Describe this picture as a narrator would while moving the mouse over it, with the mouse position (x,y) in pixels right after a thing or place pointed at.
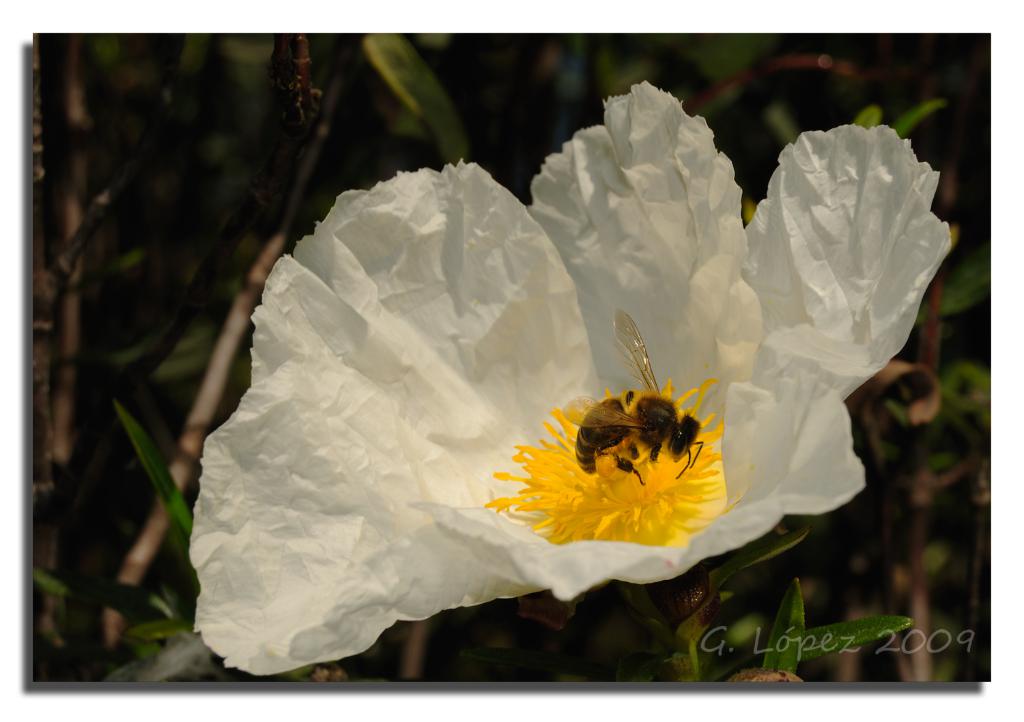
In the center of the image (375,328) there is a flower (604,490) and a honey bee (634,457) on it. In the background of the image (141,169) there are trees (433,158). At the bottom of the image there is text (824,635).
